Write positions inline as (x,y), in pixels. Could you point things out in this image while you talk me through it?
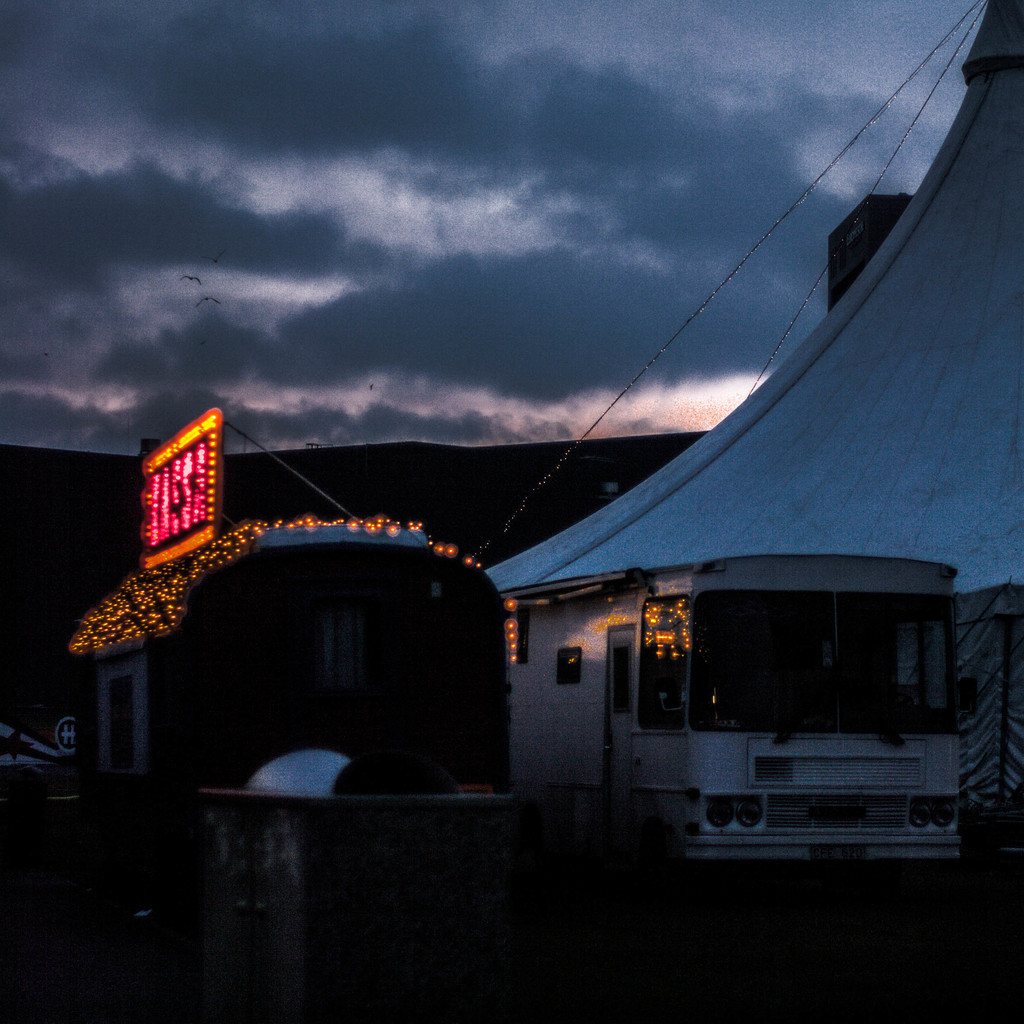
In the image we can see the vehicle (825,687) and these are the headlights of the vehicle (897,806). Here we can see led board (175,514), small lights (183,589) and the cloudy sky (416,364).
